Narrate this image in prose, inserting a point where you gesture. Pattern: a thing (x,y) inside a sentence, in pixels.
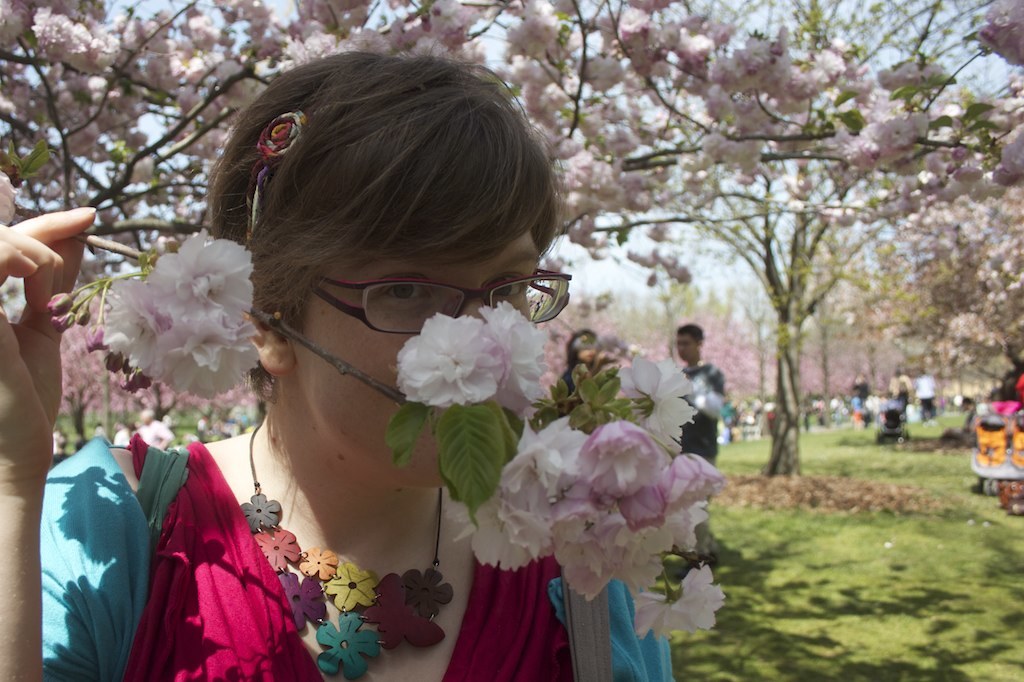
In this image there is a person (247,545) holding a stem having few flowers (182,391) and leaves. She is wearing spectacles (481,294). Few persons (857,424) are on the grassland (875,548). There are few trees (626,69) having few flowers (810,117) and leaves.
